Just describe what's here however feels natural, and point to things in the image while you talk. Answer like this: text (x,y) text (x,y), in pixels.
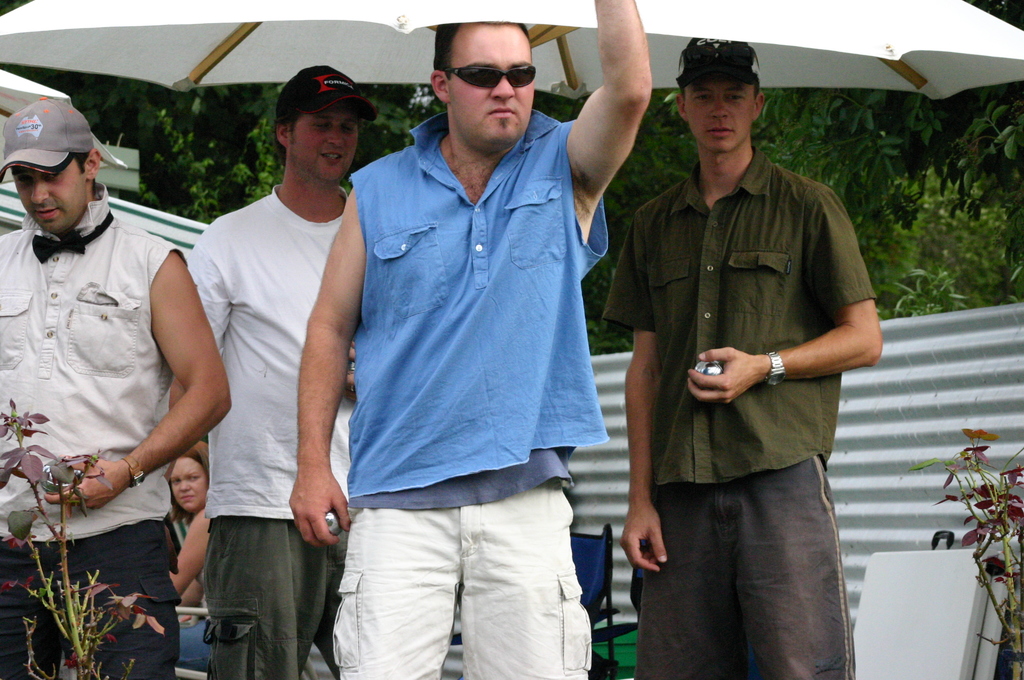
In this picture I can observe four men (325,261). One of them is wearing spectacles (472,79). I can observe and white color umbrella (304,47) on the top of the picture (576,26). In background (207,143) there are trees (886,191).
